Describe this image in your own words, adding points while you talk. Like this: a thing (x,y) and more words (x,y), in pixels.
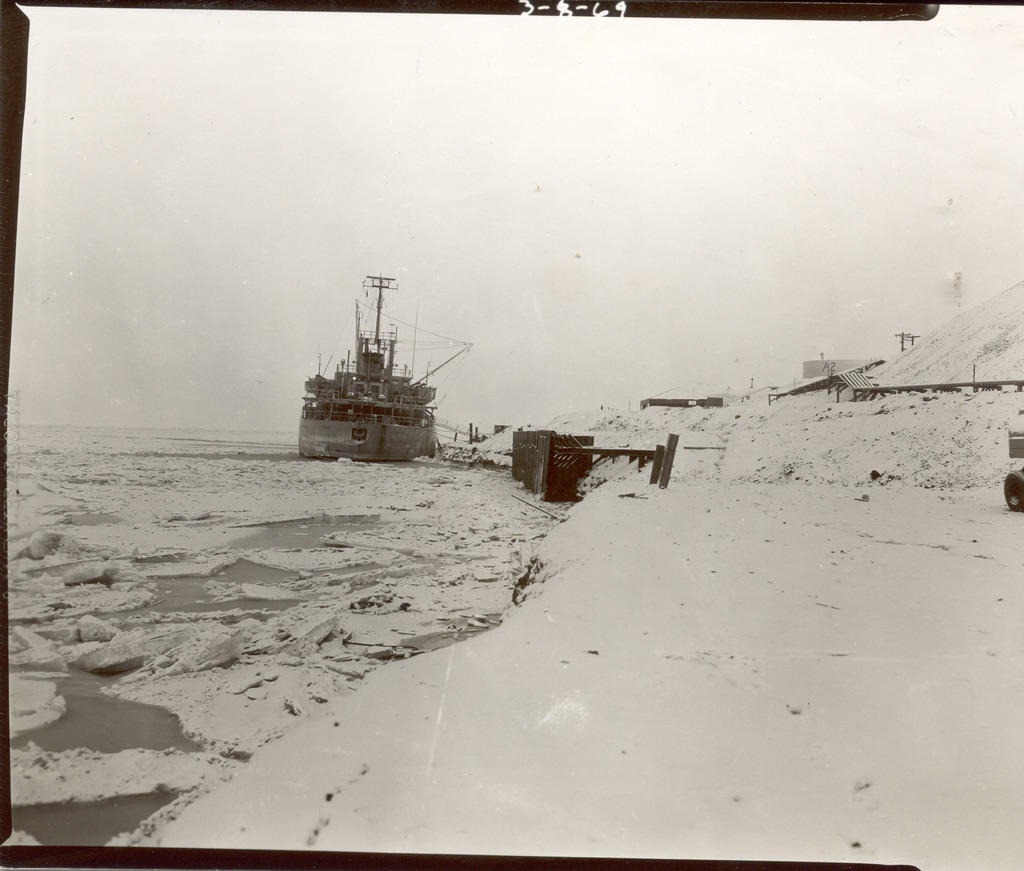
In this image I can see the ship (414,429) on the water (351,467) and I can see few sheds (865,382) and the image is in black and white.
